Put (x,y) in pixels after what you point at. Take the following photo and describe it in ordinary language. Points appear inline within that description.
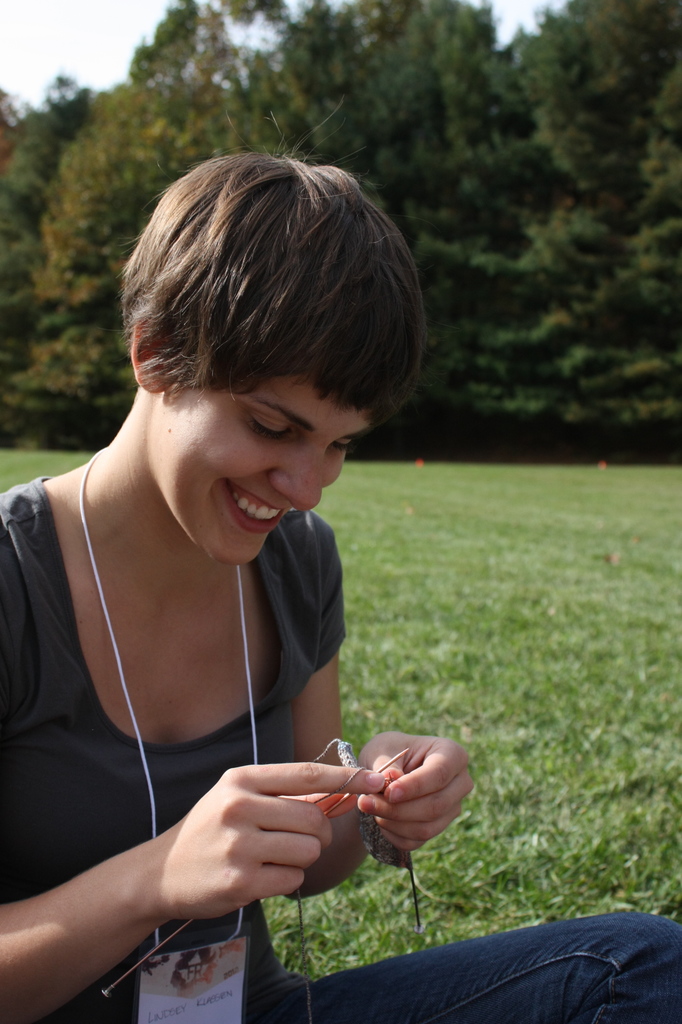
Here I can see a woman (129,850) sitting on the ground (306,948), holding a needle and thread (353,766) in the hands (296,792) and smiling by looking at these objects (346,752). In the background (485,710), I can see the grass (549,619) and many trees (530,158). At the top of the image (101,49) I can see the sky (103,57).
